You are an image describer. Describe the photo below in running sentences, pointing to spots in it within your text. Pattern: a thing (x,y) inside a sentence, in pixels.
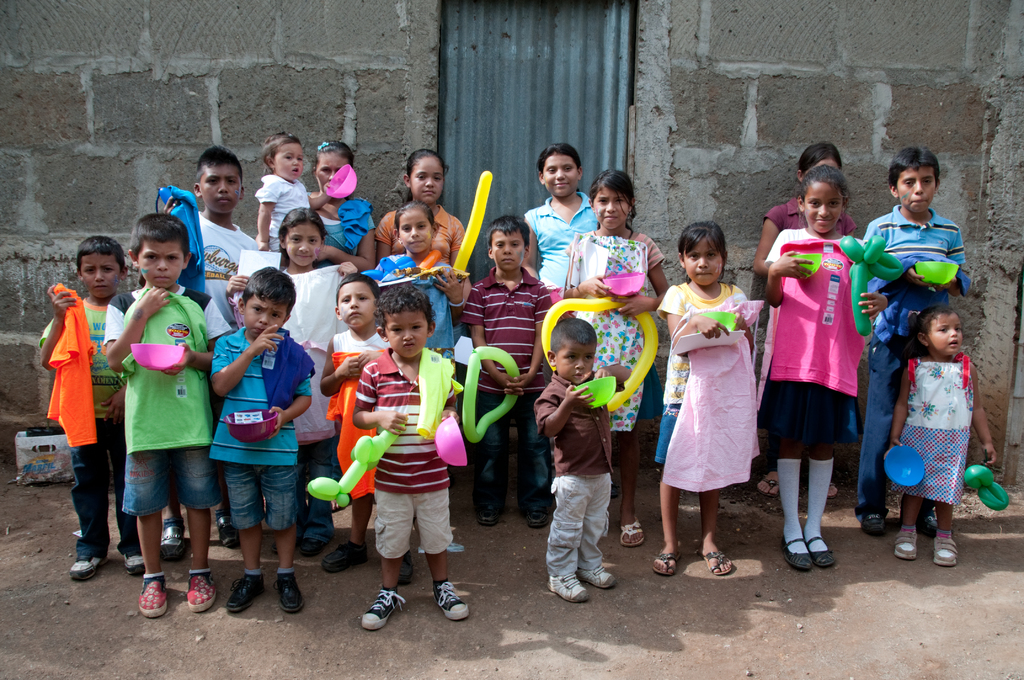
In this image we can see a group of people (532,368) standing and holding some objects (739,427) in their hands (603,370). We can see the wall (773,100) in the image. There is an object (41,468) placed on the ground (8,477) at the left side of the image (51,457).
